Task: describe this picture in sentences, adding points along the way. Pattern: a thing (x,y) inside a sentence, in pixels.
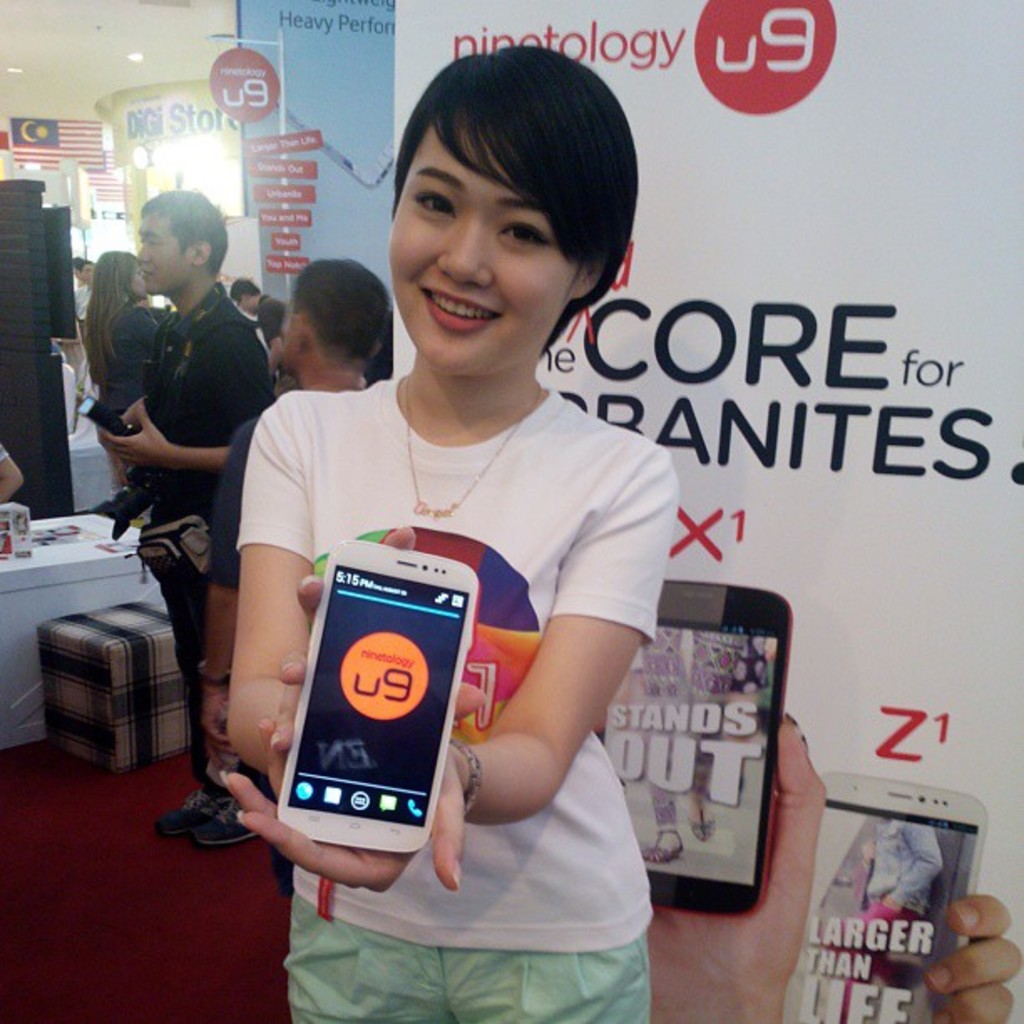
In this picture we can see group of people (214,599) they are all standing, in the middle of the given image a women (464,276) is holding a mobile (364,632) in her hands (286,737), and she is smiling, in the background (838,251) we can see couple of hoardings (793,209).
